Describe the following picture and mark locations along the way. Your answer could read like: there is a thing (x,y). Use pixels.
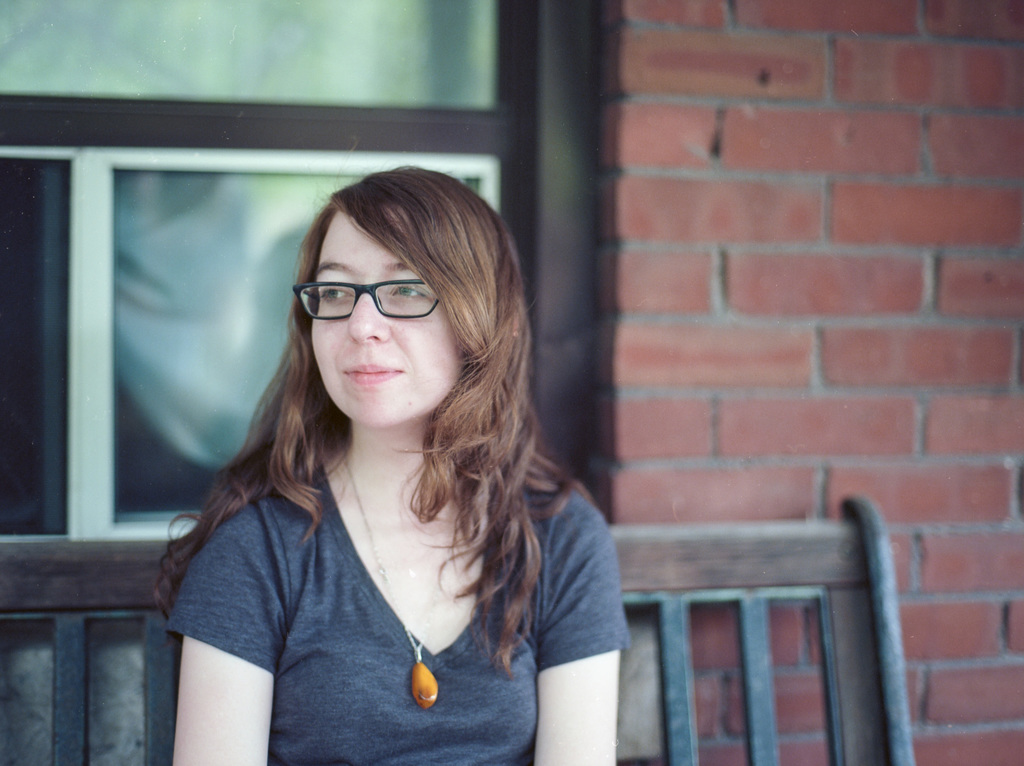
In the image in the center (350,457), we can see one woman (414,596) sitting on the bench (157,711). And she is smiling, which we can see on her face (351,418). In the background (730,125) there is a brick wall (730,125) and window (489,196).
